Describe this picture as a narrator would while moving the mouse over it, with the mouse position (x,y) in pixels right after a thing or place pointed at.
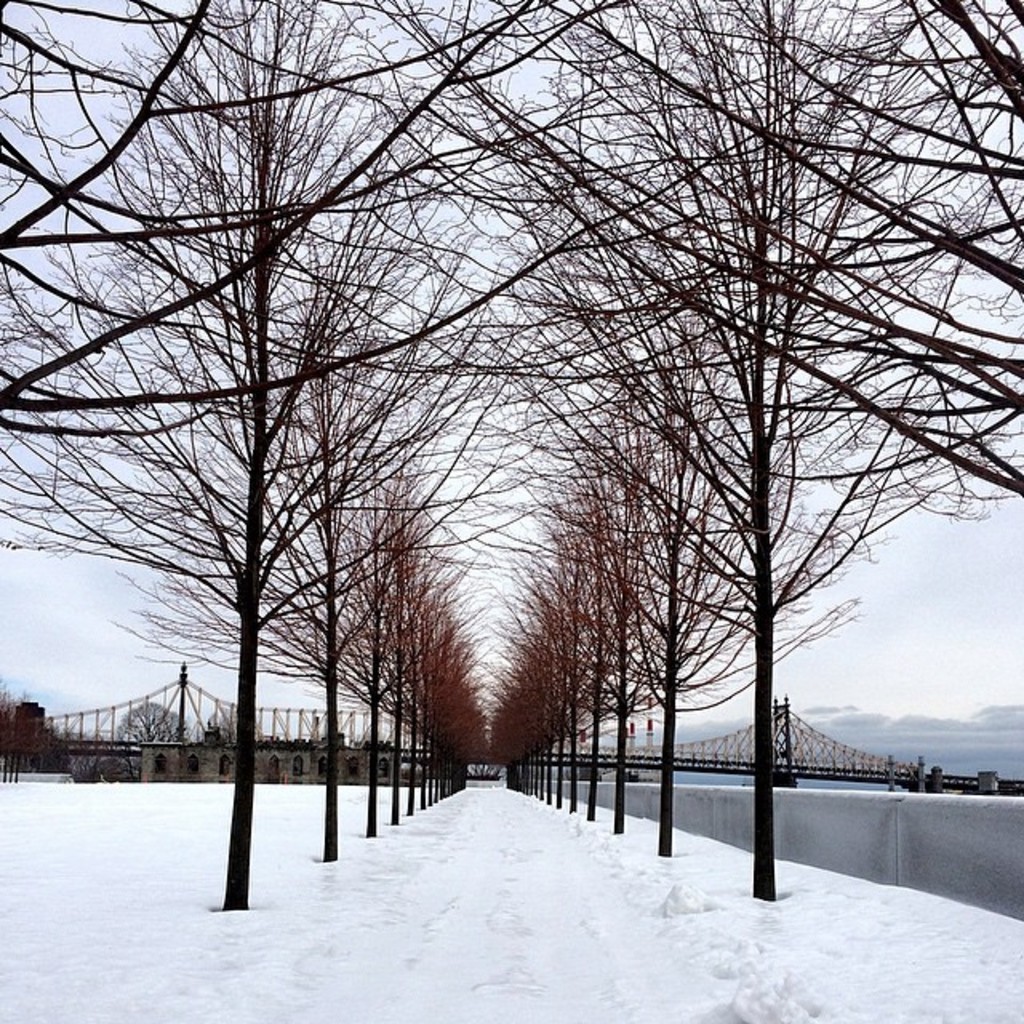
In this picture there is a building (256,774) and there is a bridge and there are trees (593,376). At the top (975,304) there is sky (956,698) and there are clouds (870,736). At the bottom (378,949) there is snow (349,983) and water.
